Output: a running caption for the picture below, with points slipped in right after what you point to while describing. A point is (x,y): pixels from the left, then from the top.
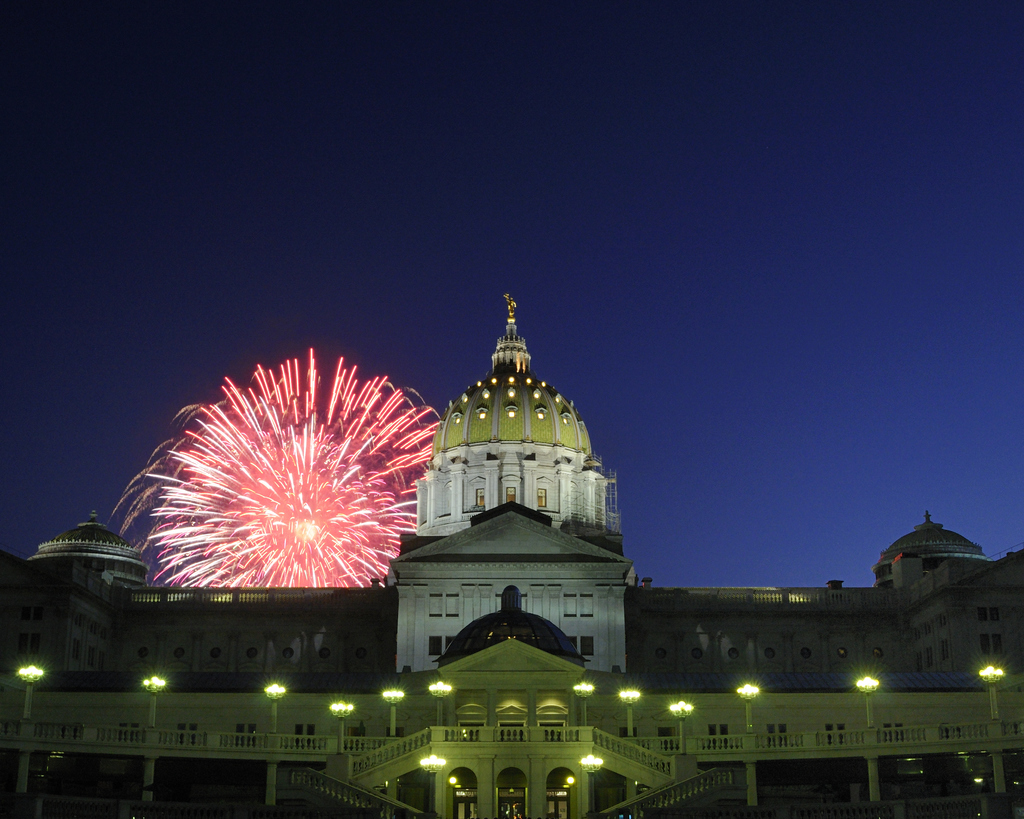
This picture is clicked outside. In the center (483,472) we can see a mansion (597,661) and there are many number of lights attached to the poles (629,711). In the background (476,135) there is a sky (498,116) and the fireworks (298,466) displaying in the sky (326,376).
